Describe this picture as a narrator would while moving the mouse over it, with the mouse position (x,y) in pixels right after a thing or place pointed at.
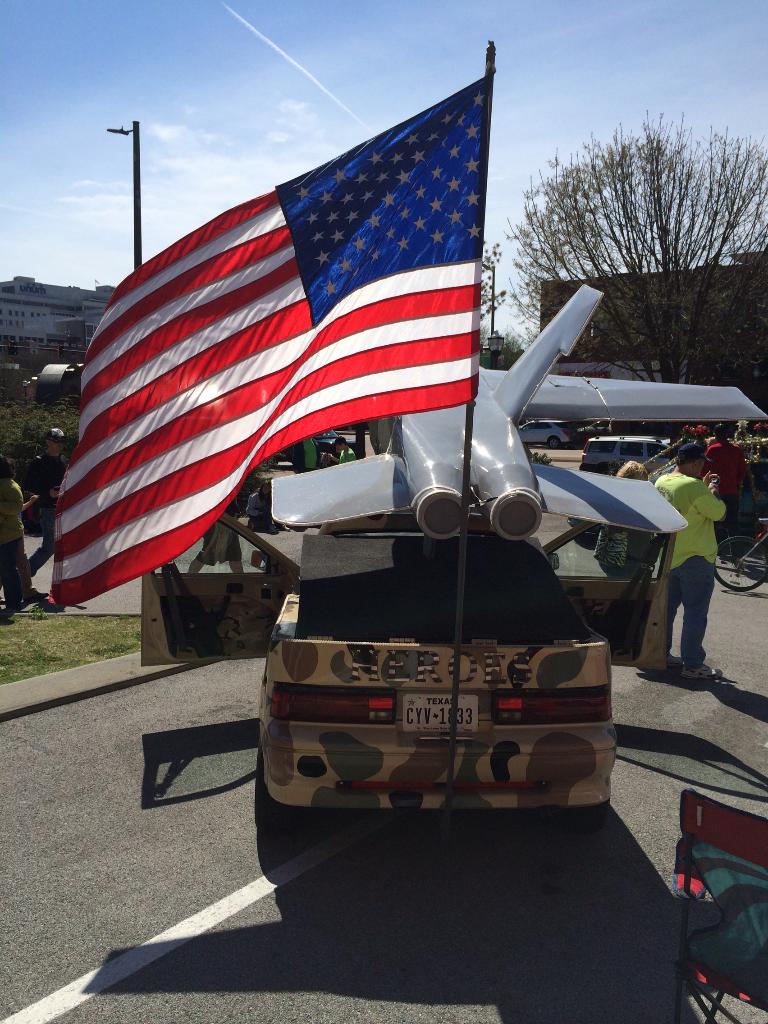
In this image in the center (388,674) there is a vehicle (415,538), and in the vehicle (395,597) there are some objects (355,573) and toy airplane (481,475) and there is pole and flag (448,401). In the background (709,518) there are some people (695,514) standing, and there are some vehicles (628,437), trees (690,306), buildings (49,313), poles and at the top (448,59) there is sky (592,80). And at the bottom (242,903) there is road (666,848) and grass (58,657), and on the right side of the image (725,944) there is some object (702,829).
